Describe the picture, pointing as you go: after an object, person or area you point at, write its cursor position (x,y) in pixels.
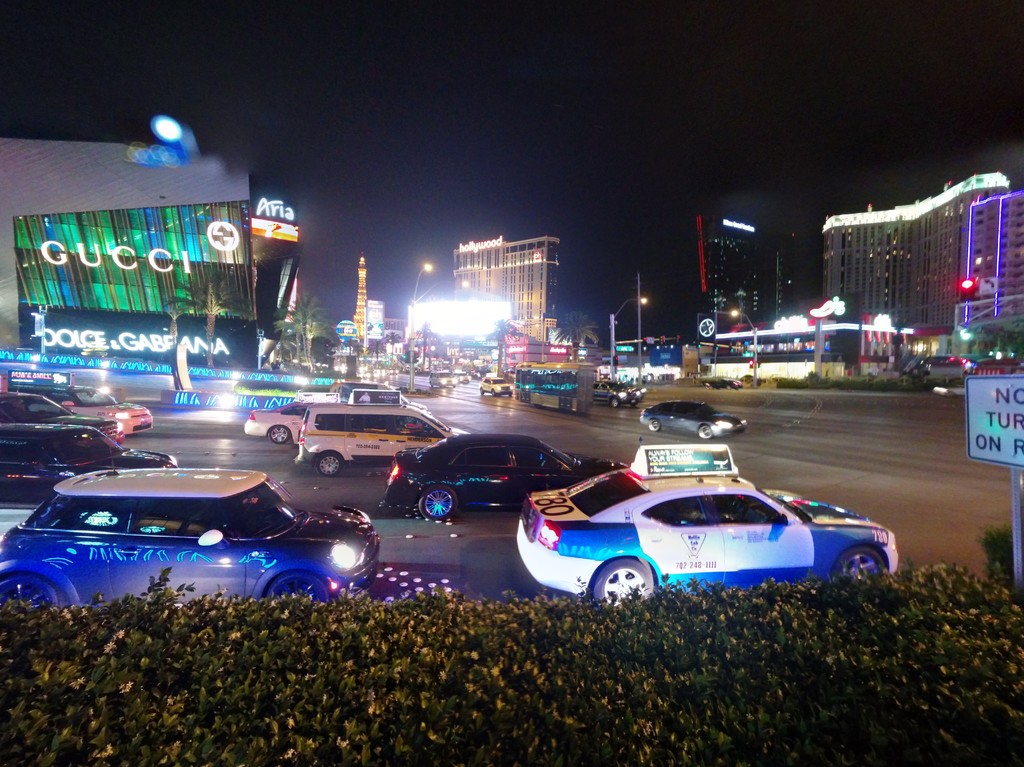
In this image we can see some vehicles (522,471), buildings (987,263), name boards (1017,443), lights (140,366), pole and other objects (576,338). At the top of the image (528,107) it looks like the sky (544,38). At the bottom of the image (558,747) there are plants (1003,586).
